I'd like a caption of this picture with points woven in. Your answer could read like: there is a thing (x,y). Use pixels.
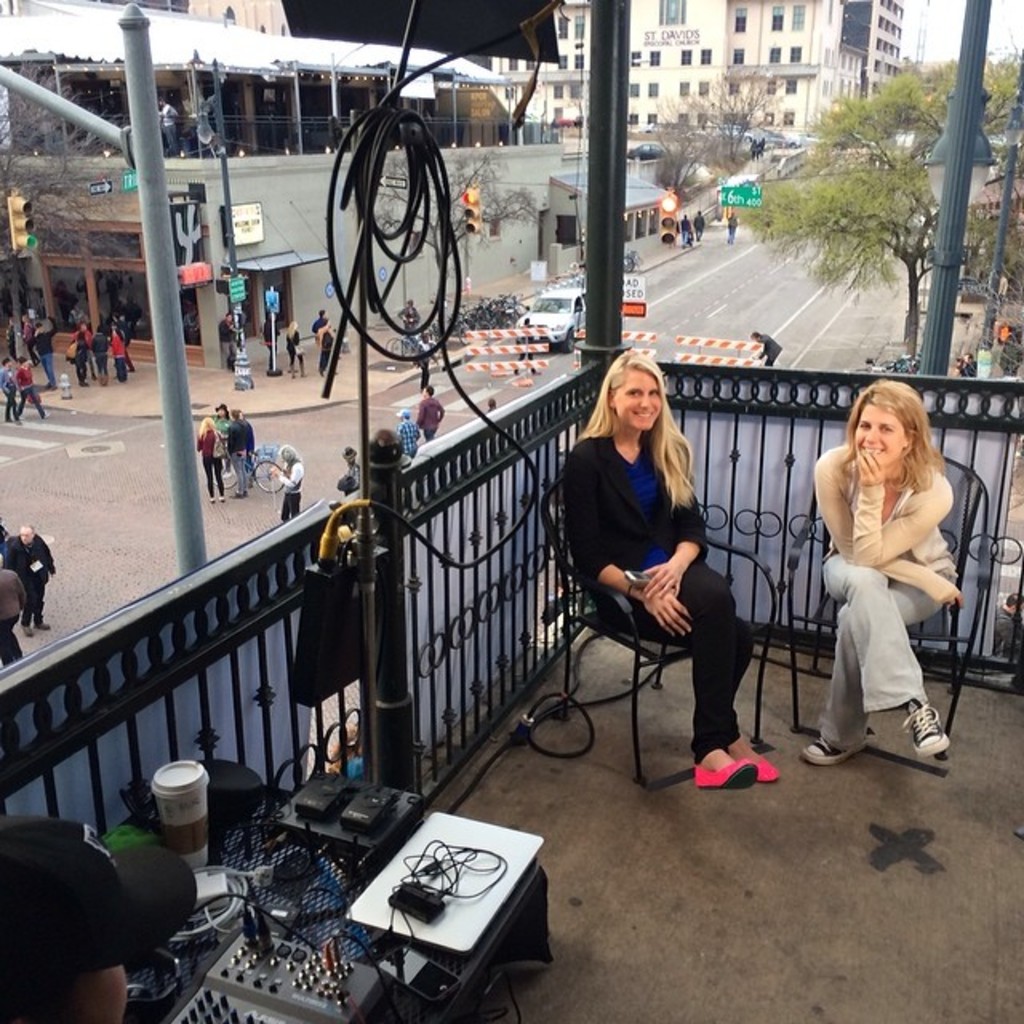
In this image we can see the balcony (514,801) of a building (729,822), there are two women (628,545) sitting on their chairs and there are a few objects (272,956) placed on the table (181,947), there is a person (52,922), there are a few people (214,437) standing and walking on the road (61,494), there are buildings (179,178), trees (880,92), street lights (966,124), signals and in the background (997,21) there is the sky (1021,8).
